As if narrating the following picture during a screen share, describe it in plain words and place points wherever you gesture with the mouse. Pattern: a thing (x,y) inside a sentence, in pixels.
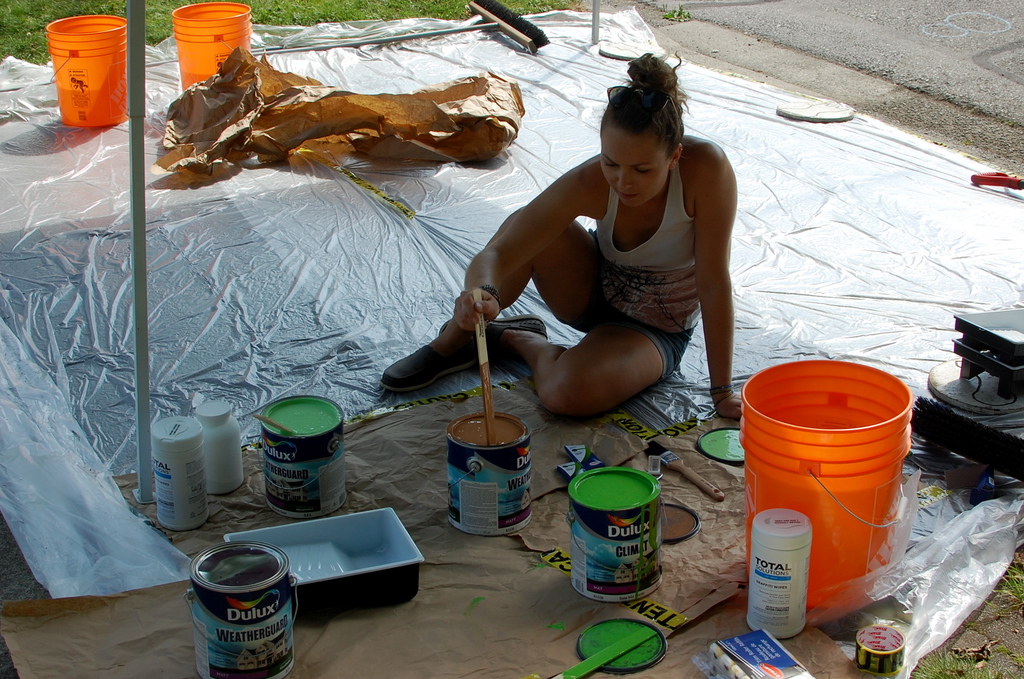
In this image, we can see buckets (605,564) and bottles (164,445). There is a person (614,277) in the middle of the image (516,278) wearing clothes (669,202) and holding a stick (487,364) with her hand (463,301). There is a pole (142,289) on the left side of the image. There is a brush (441,34) at the top of the image (487,21).
